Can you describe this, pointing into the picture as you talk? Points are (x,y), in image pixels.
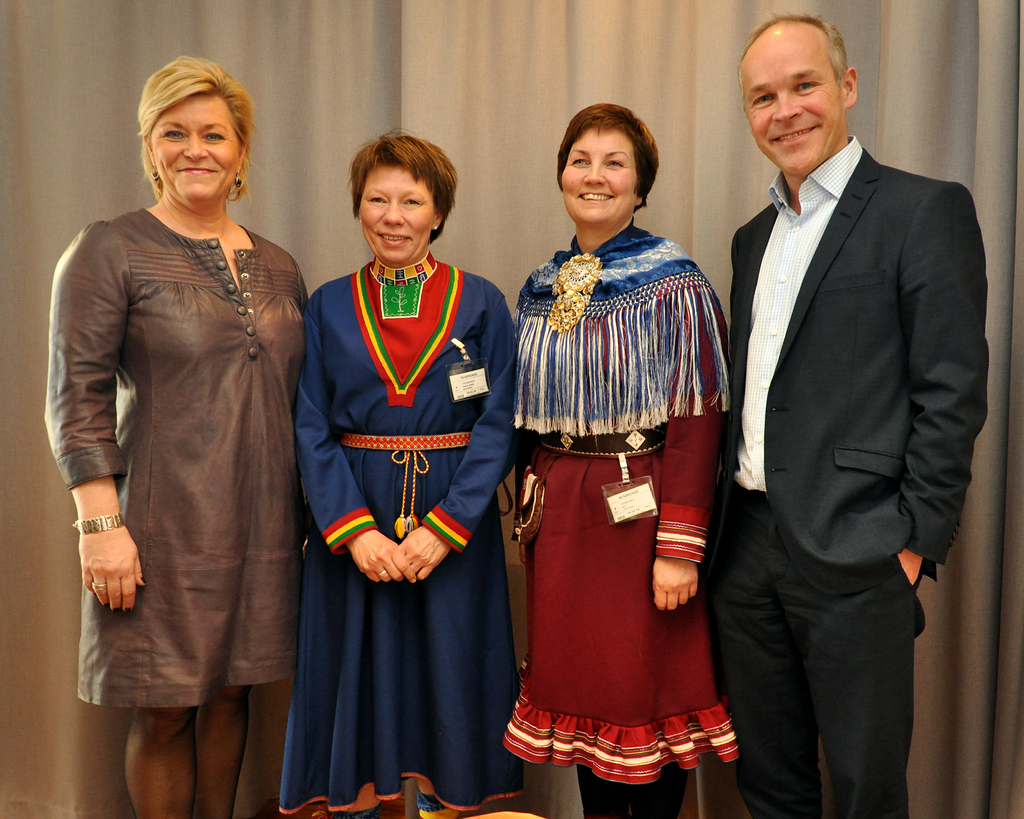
In this image I can see four persons (972,407) standing, the person (891,331) at right (857,351) is wearing black blazer (803,309), white color shirt (783,277) and the person (239,270) at left (136,285) is wearing brown color dress (180,271). Background (670,72) I can see few curtains (435,48) in cream color.
